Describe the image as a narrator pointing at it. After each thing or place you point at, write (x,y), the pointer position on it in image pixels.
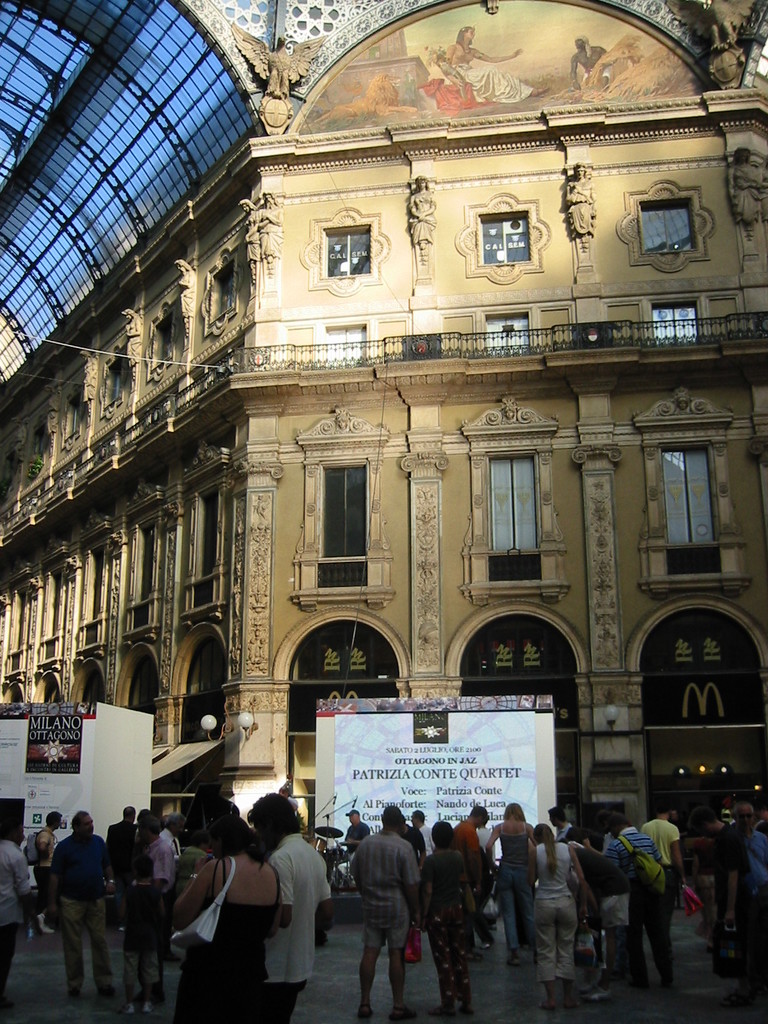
In the image we can see a building (419,372) and these are the windows (347,515) of the building (256,405). We can even see there are people (190,903) standing, they are wearing clothes (541,886) and some of them are carrying a bag (644,878) on their back (630,863). This is a poster (422,770), light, a symbol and a footpath (561,1004).
